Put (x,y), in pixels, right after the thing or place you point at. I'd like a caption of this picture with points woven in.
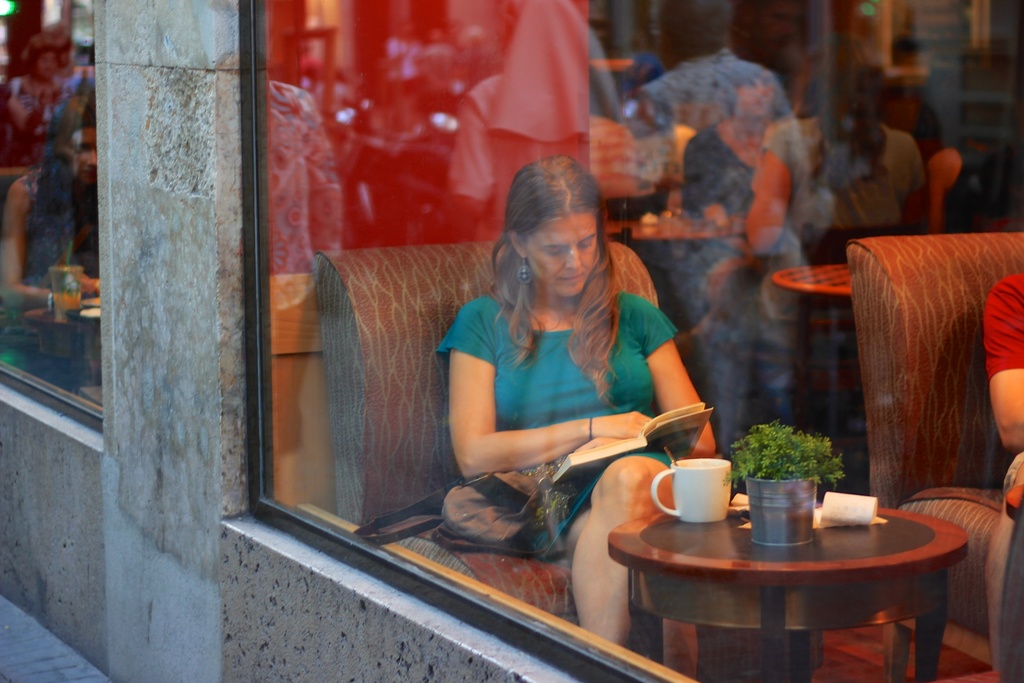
In this image I can see a woman (599,386) sitting on a chair (446,464) in front of a table (755,558) and reading book (629,439) which is in her hand (633,425). On the table (824,539) I can see a cup (711,476) and other objects (789,526) on it. I can also see a glass window (363,70).
